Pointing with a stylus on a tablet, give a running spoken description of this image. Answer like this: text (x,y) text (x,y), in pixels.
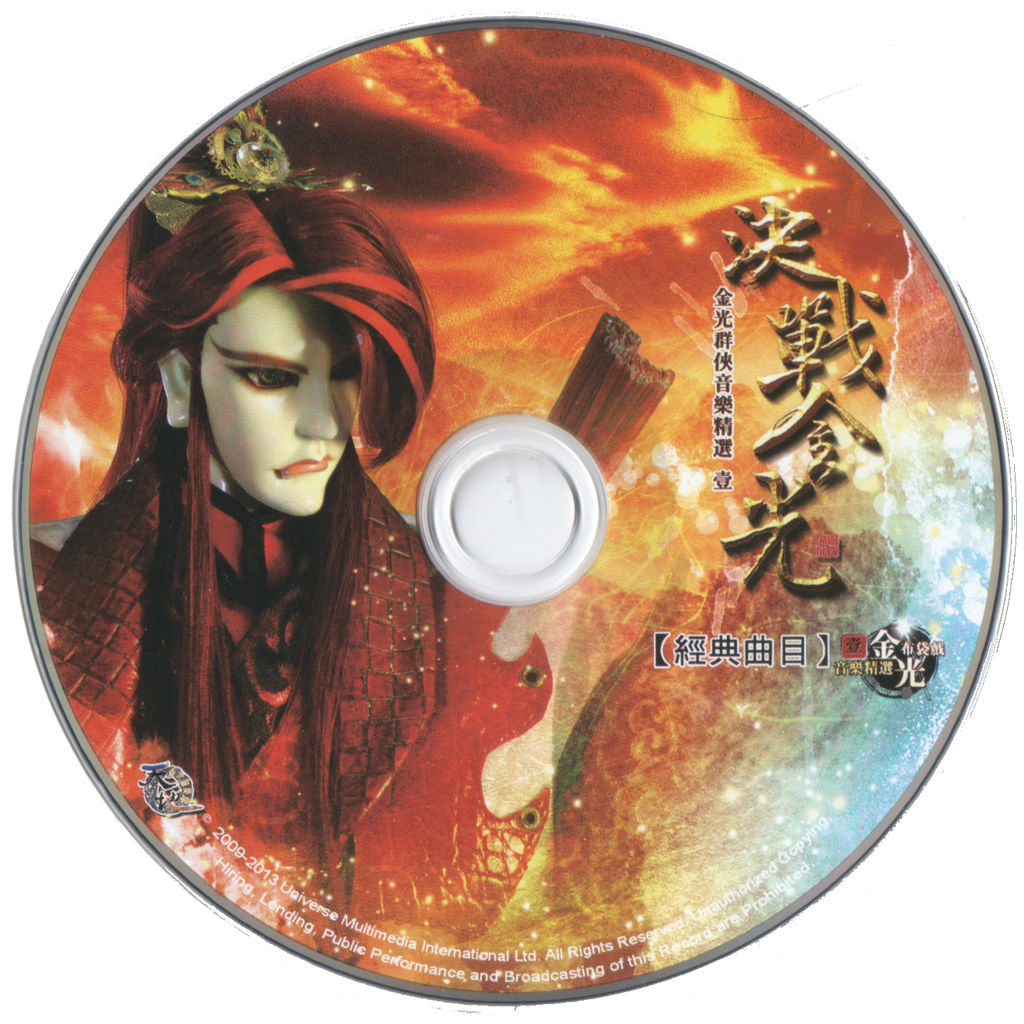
In the foreground of this picture (624,544), there is a compact disc (529,302) on which a cartoon person (238,322) on the left side of that CD (273,313) and on the right (755,257), there is some text (846,341) in another language. On the top (603,121), there is red and orange color.
